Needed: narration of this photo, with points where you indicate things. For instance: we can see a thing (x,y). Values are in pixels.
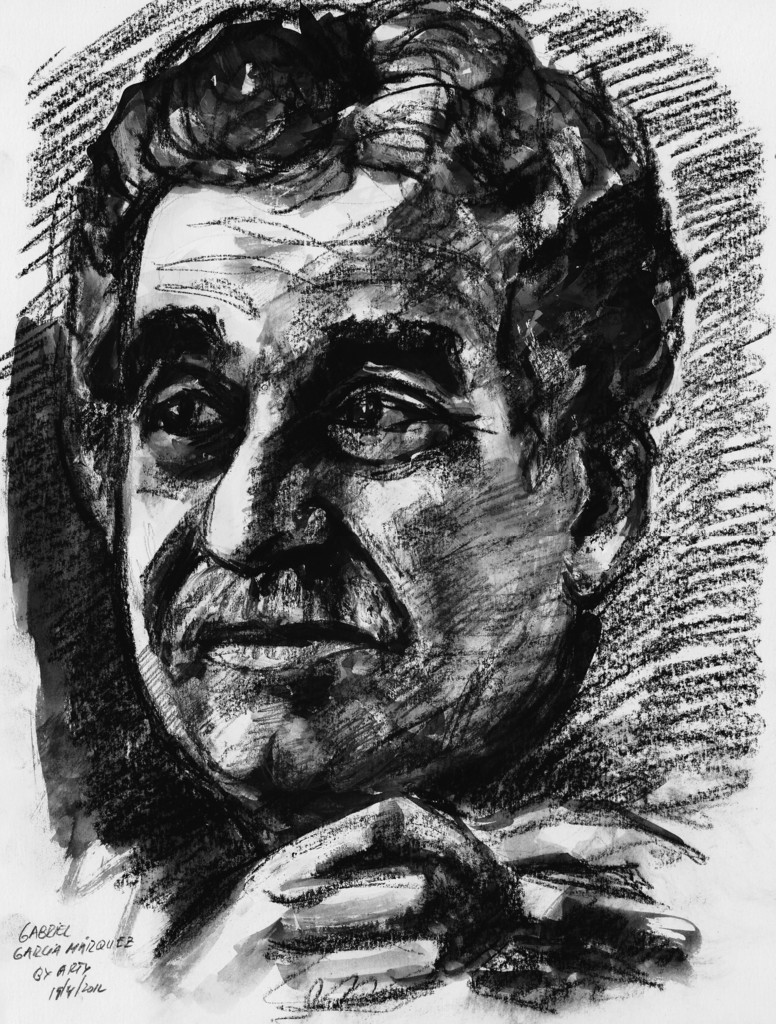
In this image there is a drawing (391,364), there is a man's face (364,409), there is a man's hand (368,909) towards the bottom of the image (394,863), there is text (114,941) towards the bottom of the image (55,943), the background of the image (24,882) is white in color.
